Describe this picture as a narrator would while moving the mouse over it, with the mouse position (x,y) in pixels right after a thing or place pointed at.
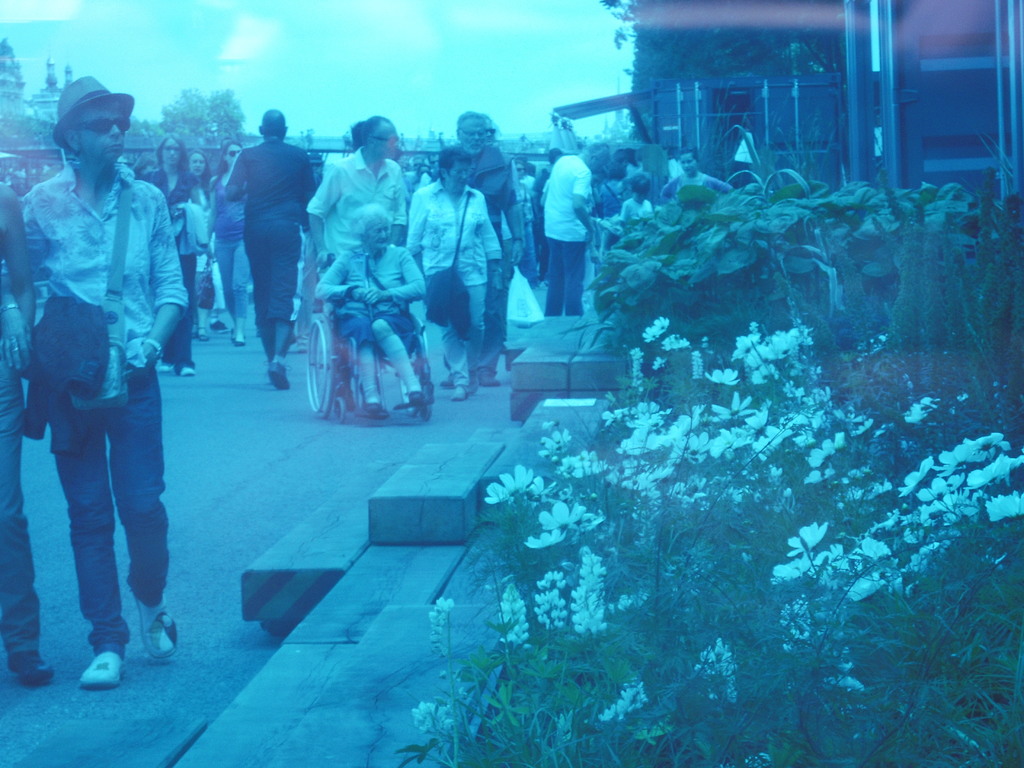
In this image we can see group of persons (491,221) standing on the ground (436,407). One person (121,208) is wearing, hat (102,96) and goggles (103,121) are carrying a bag (118,392). In the center of the image (387,331) we can see a woman (385,298) sitting in a wheelchair (419,371). On the right side of the image (705,372) we can see group of flowers (915,473) on plants (943,485). In the background (950,122), we can see containers (950,141), group of trees (730,57) and the sky (266,82).
